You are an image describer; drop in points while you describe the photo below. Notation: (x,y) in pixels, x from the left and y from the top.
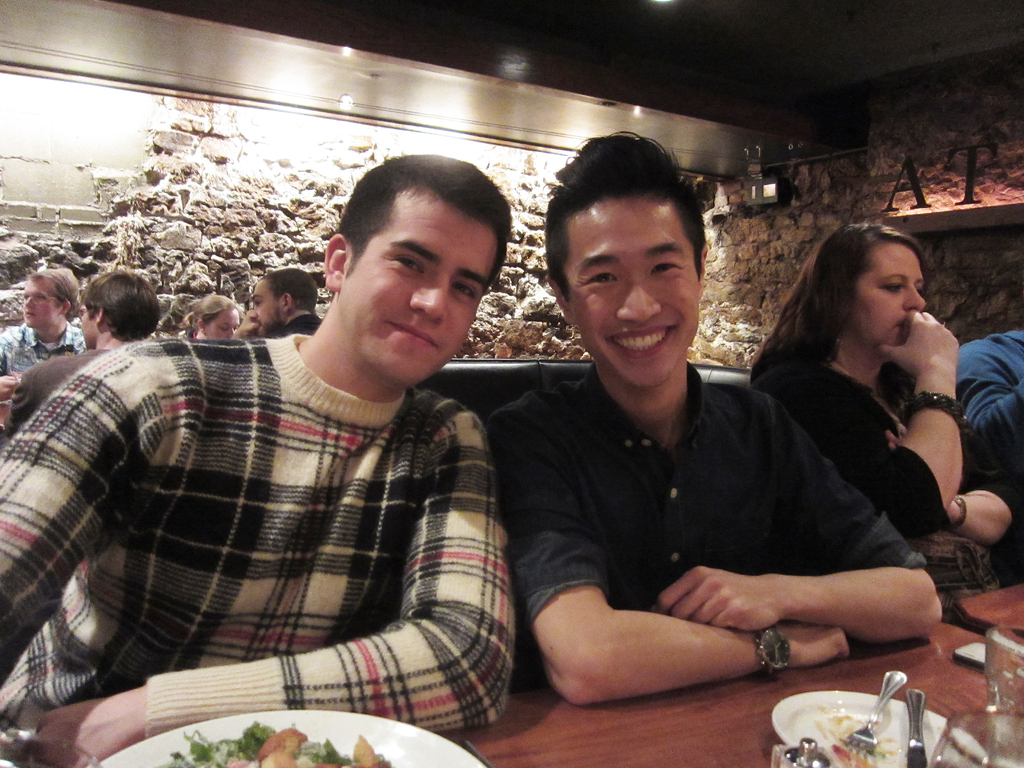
There are two persons (551,452) in different color dresses (551,452) smiling, sitting on a bench (507,388) and keeping both hands (897,623) on the table (542,699) on which, there are plates (150,760) which are having food items (204,760), there is a fork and knife (915,754). In the background (895,493), there are other persons (852,350) sitting on the benches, there are lights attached to the wall (268,208) and there are other objects (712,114).
